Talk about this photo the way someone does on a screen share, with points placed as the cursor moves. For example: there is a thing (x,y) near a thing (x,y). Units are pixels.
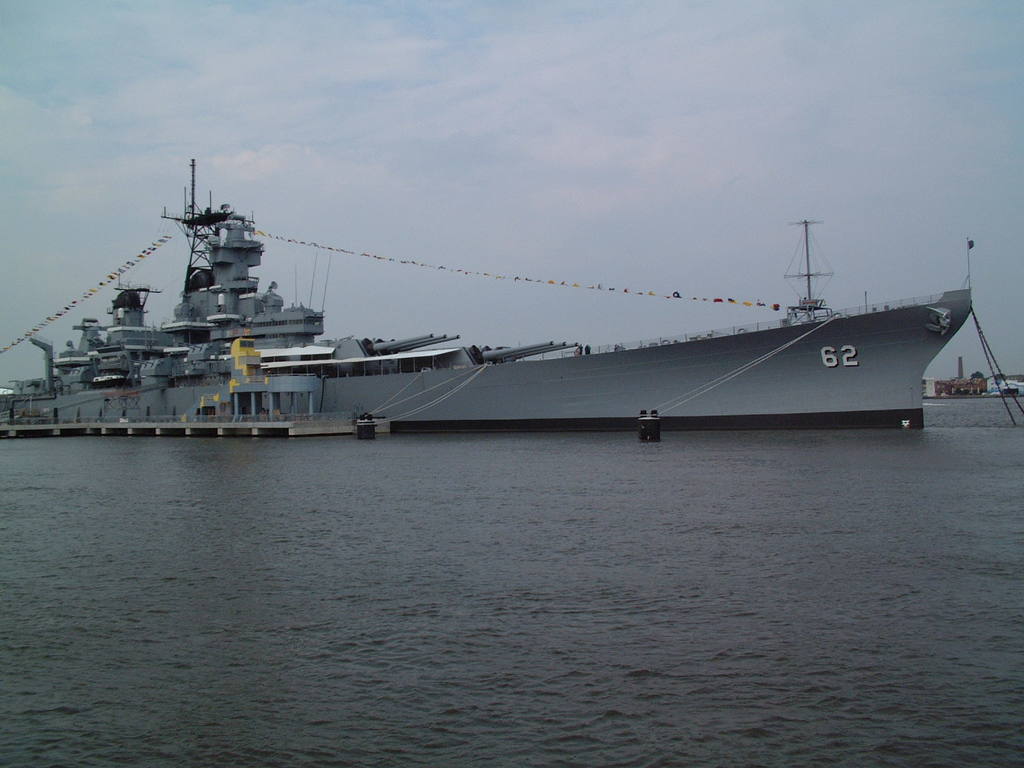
This image consists of a big ship (531,376). It is in gray color. At the bottom (494,608), there is water (427,591). At the top (488,242), there are clouds (497,214) in the sky (523,215).
